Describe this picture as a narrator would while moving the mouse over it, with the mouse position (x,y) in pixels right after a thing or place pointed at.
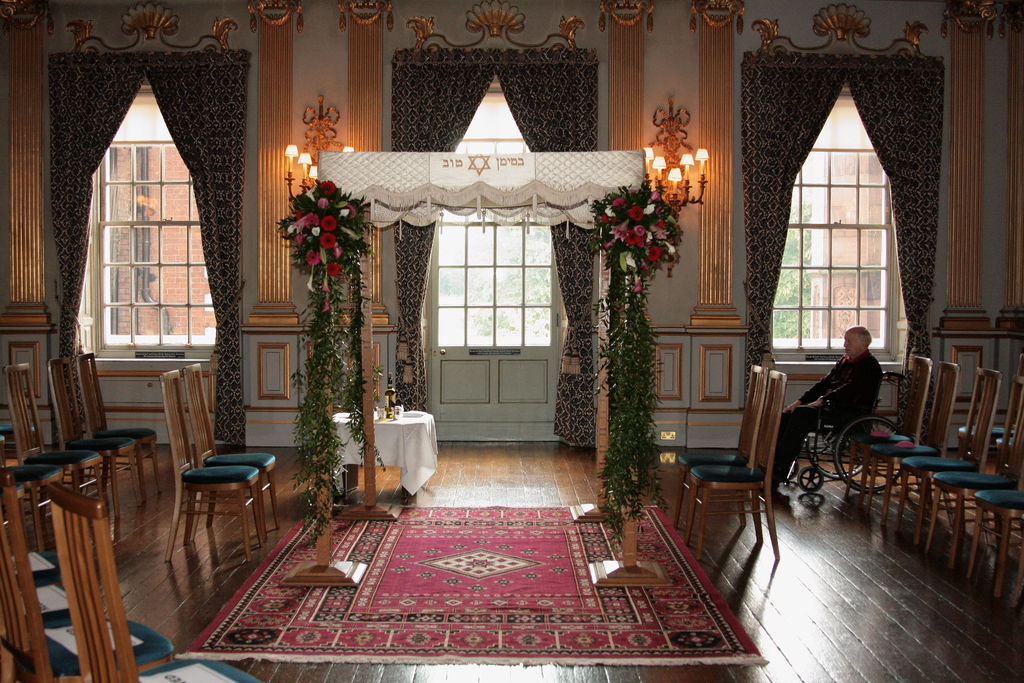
In this image we can see few chairs (87,468), a person (777,471) sitting on the wheelchair (847,435), a carpet (634,592) on the floor (785,612), an arch (334,455) decorated with flowers (613,511) and decorative objects (311,450), there is a table (399,456) covered with cloth (395,447) and few object (403,415) on it, there are curtains (231,285) to windows (160,269) and door (482,275), and there are lights (672,161) to the wall (375,283).
